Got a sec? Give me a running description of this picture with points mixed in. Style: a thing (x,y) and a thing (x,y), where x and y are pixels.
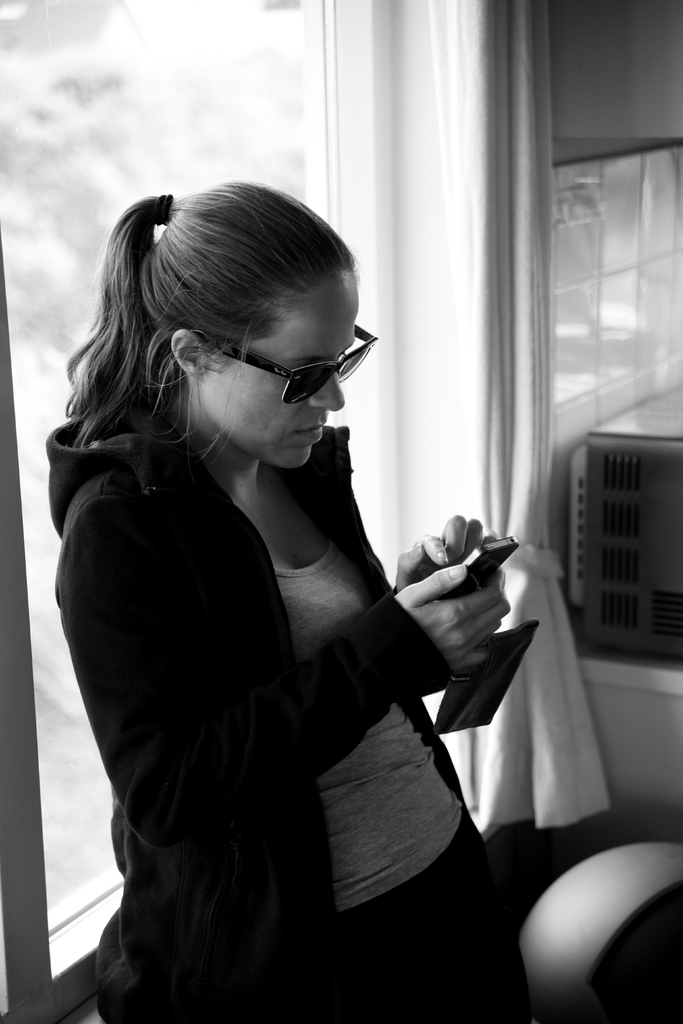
A black and white picture. This woman (321,541) wore jacket (188,637), goggles (283,399) and looking at her mobile (482,568). Backside of this woman (447,575) there is a window (264,172). This is curtain (467,70).
